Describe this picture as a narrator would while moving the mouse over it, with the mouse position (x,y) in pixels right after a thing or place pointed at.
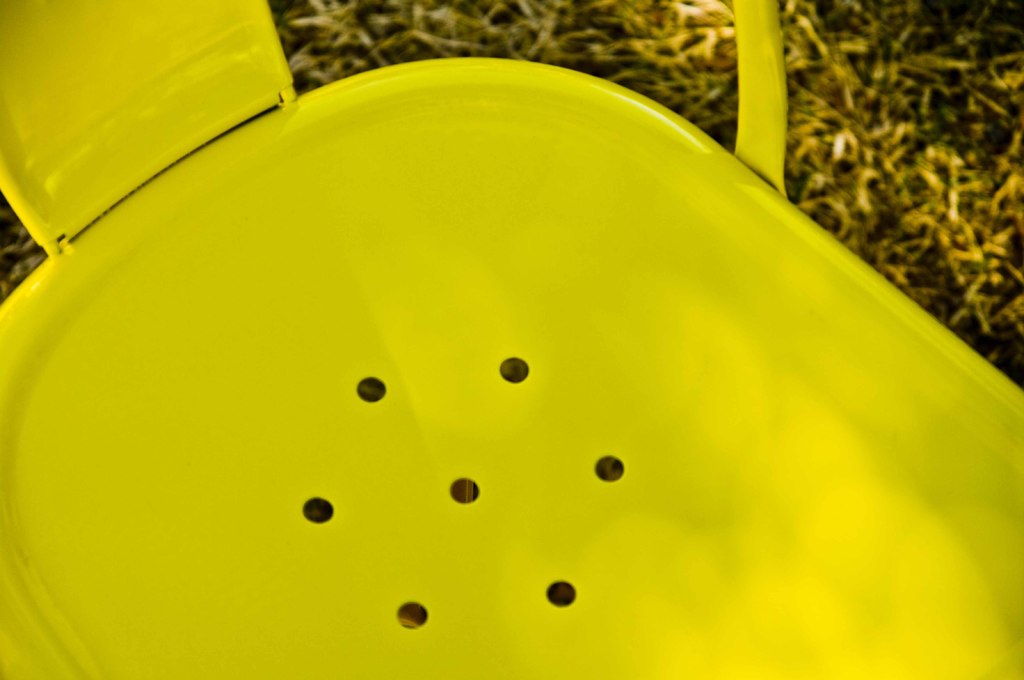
In this picture there is an object (287,348) which is in yellow in color.
